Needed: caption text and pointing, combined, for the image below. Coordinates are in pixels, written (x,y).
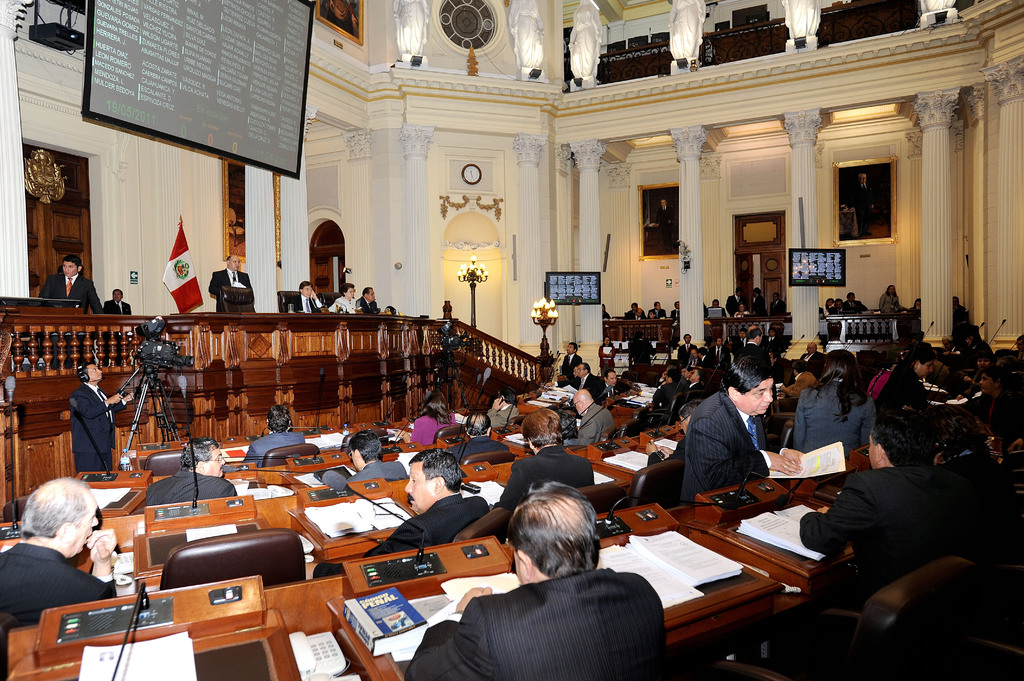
In front of the image there are a few people (567,424) sitting in chairs (635,498), in front of them on the table (328,453) there are some objects (414,416). On the stage (363,321) there are a few people (237,262) sitting in chairs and some are standing. Behind them there is a flag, wooden door (336,258) with some object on it and photo frames (276,186) on the wall (207,215). In front of the stage (274,320) there is a person (102,391) standing with a video camera (158,332) in front of him on the stand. On the right side of the image (877,205) there are pillars (816,208), monitors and photo frames (665,218) on the wall (680,300) and there are a few people (835,302) sitting on chairs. In the background of the image (542,312) there are lamps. At the top of the image (237,120) there is wall clock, a screen (229,82), photo frames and metal rod fence (711,61) in the first floor (607,52).
